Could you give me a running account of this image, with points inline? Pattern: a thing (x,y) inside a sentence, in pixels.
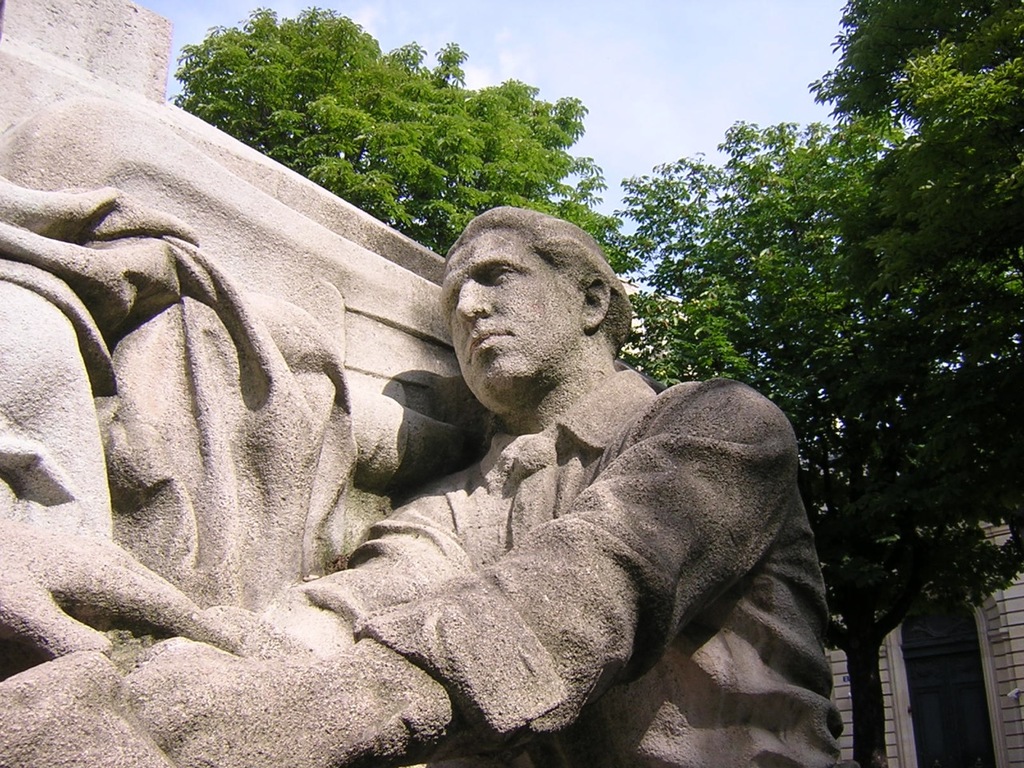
In this image there is a depiction of a person (429,544), beside the person (365,601) there is a wall (217,407). In the background (620,258) there are trees (837,429) and building (919,721).
